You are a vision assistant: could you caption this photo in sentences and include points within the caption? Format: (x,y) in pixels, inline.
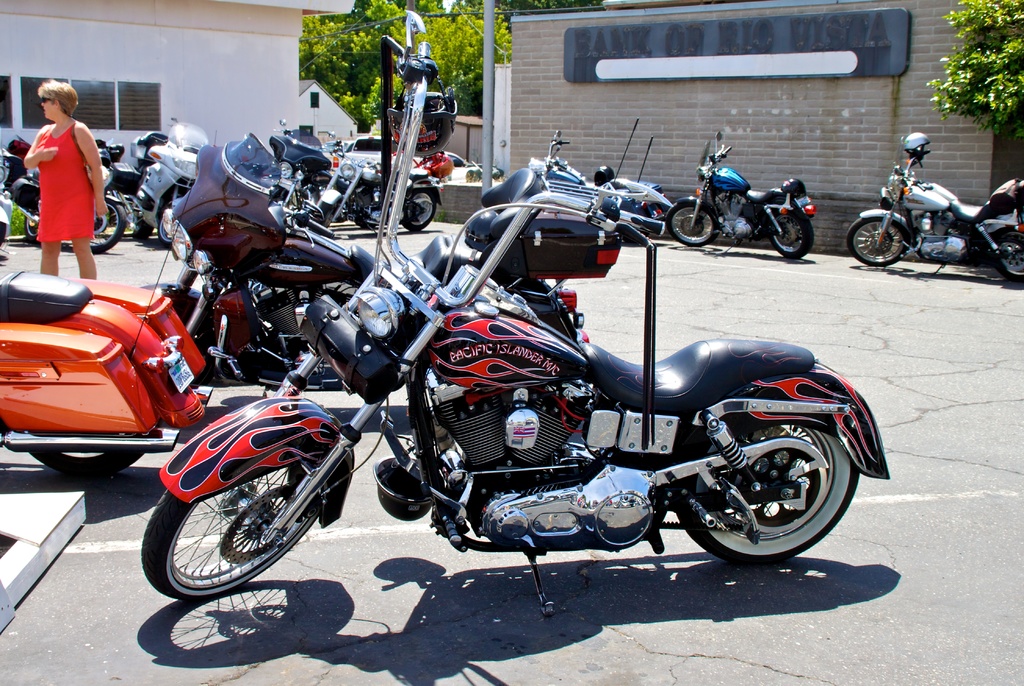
In this picture I can see the road (980,293) in front (710,357), on which there are number of bikes (395,194). On the left side of this picture (61,112) I can see a woman (65,140) standing and carrying a bag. In the background (106,26) I can see a building (254,27), few trees (335,27), a pole (487,53) and on the right side of this picture (727,104), I can see the wall (522,61) on which there is a board (735,73) and few words (848,39) written on it.
